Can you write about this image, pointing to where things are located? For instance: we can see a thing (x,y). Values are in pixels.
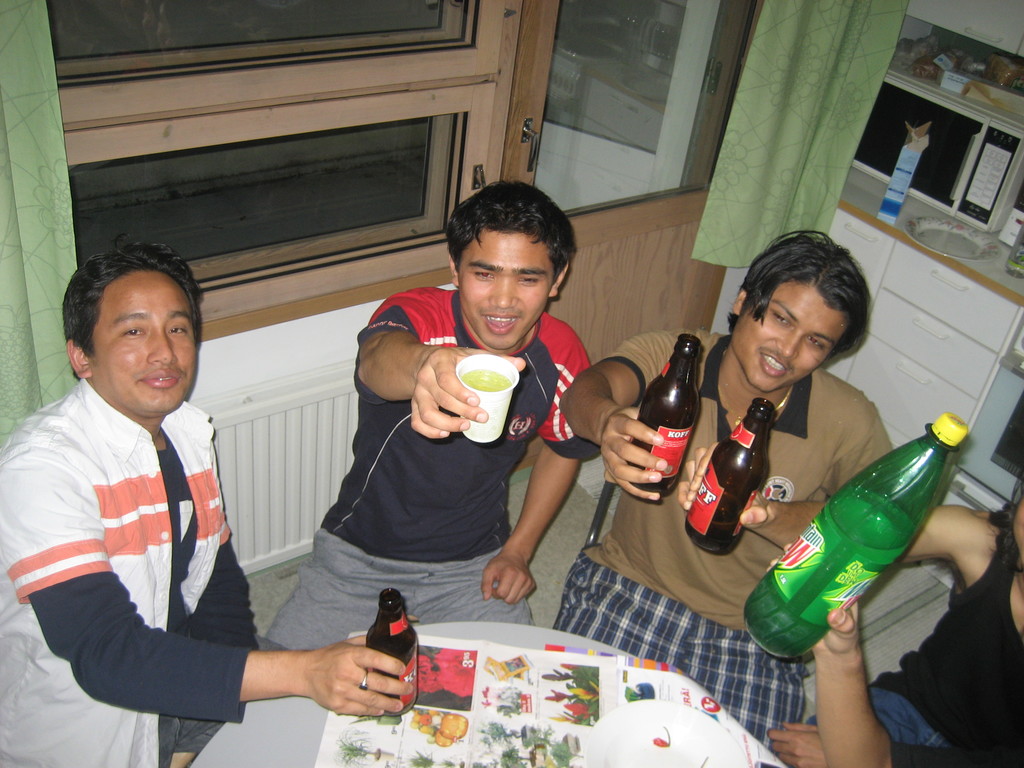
This is a picture taken in a room (282,588), there are a group of people (364,507) sitting on chairs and holding bottles (668,492). In front of these people (405,501) there is a table (293,733) on the table (315,751) there are plate (595,749) and paper (492,715). Background of this people (524,410) is a glass window (429,119) with curtains (743,94).
